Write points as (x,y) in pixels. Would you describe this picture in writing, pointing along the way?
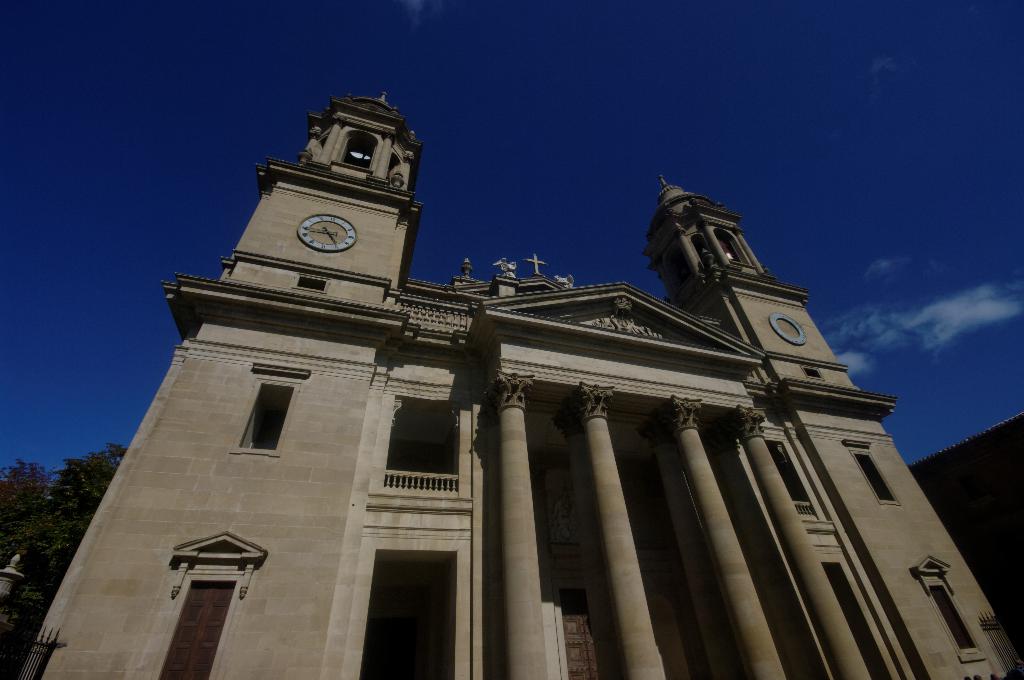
In the picture we can see a historical church building (427,567) with pillars (808,550) and two clocks (320,220) and top of the building (678,675) we can see a cross symbol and behind it we can see trees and a sky (610,264) with clouds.
